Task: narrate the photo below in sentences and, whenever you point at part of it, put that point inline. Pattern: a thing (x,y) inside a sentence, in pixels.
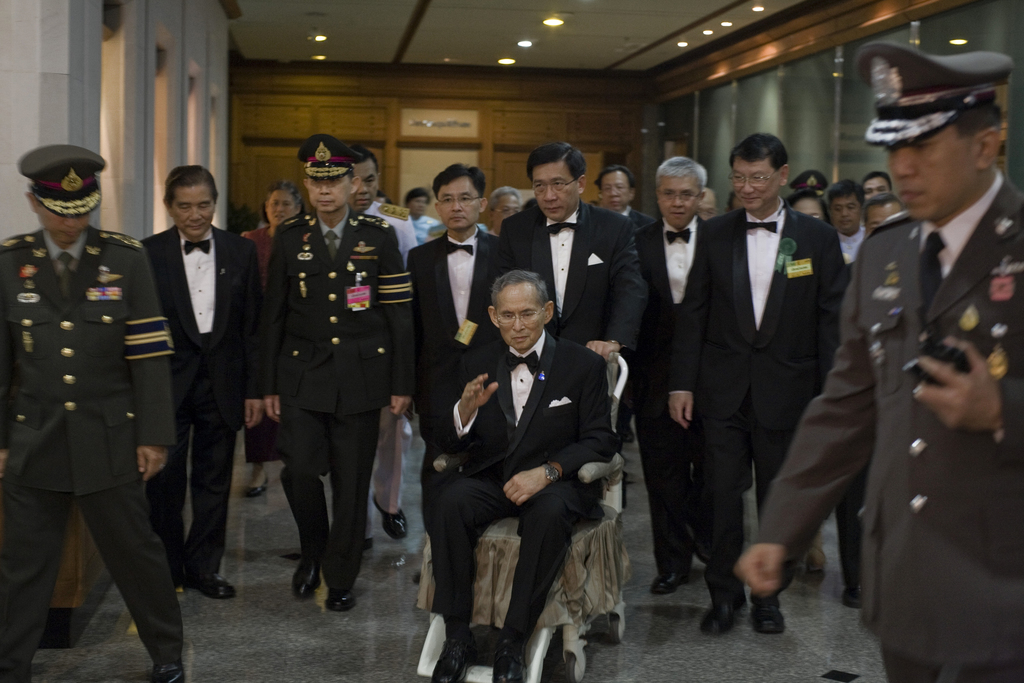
The man (583,487) in the middle of the picture (539,437) wearing a white shirt (524,385) and black blazer (508,447) is sitting on the wheelchair (492,570). Behind them, we see many people (459,280) in the black blazer (702,291) and in uniform (294,277) are walking. Behind them, we see a cupboard (522,112) and a wall (549,115) in brown color. At the top of the picture (583,53), we see the ceiling (634,19) of the room (532,118). On the left corner of the picture (143,80), we see the windows (158,126).
